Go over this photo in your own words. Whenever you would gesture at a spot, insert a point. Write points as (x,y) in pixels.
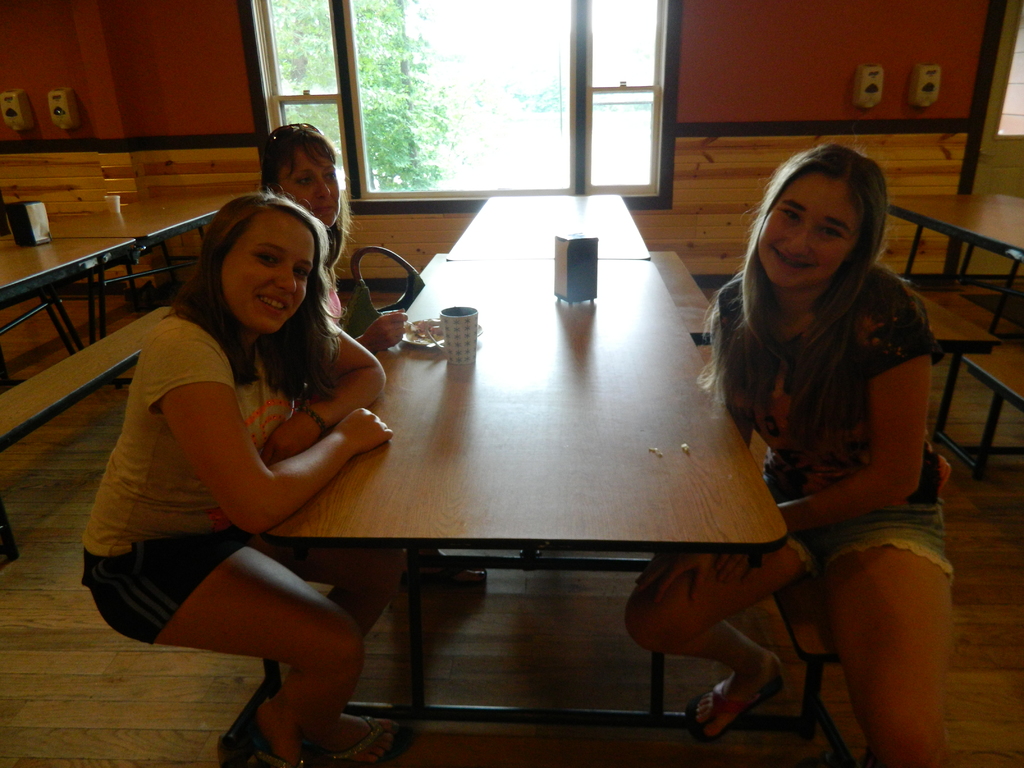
In this image i can see 3 women (311,385) sitting on chairs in front of a table (551,416), on the table (497,368) i can see a coffee cup (469,330) and few other objects (557,282). In the background (497,60) i can see a window (511,88) a wall (752,92) and trees (383,77).
